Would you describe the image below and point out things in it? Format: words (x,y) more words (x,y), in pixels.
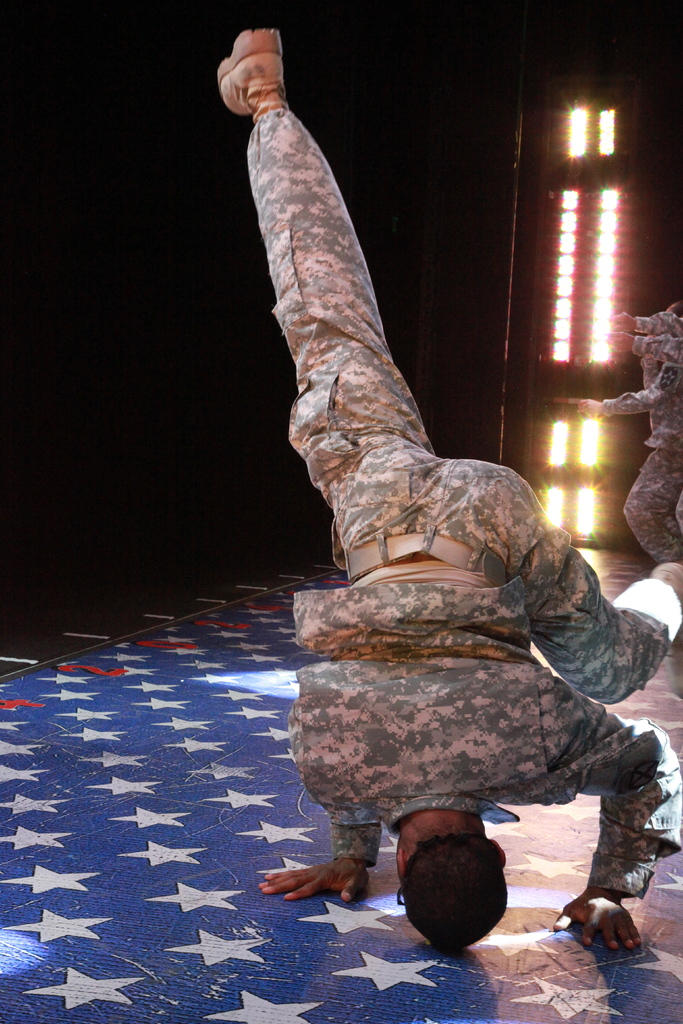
In this image we can see two people (455,547) on the stage (258,753). On the backside (588,320) we can see some lights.
